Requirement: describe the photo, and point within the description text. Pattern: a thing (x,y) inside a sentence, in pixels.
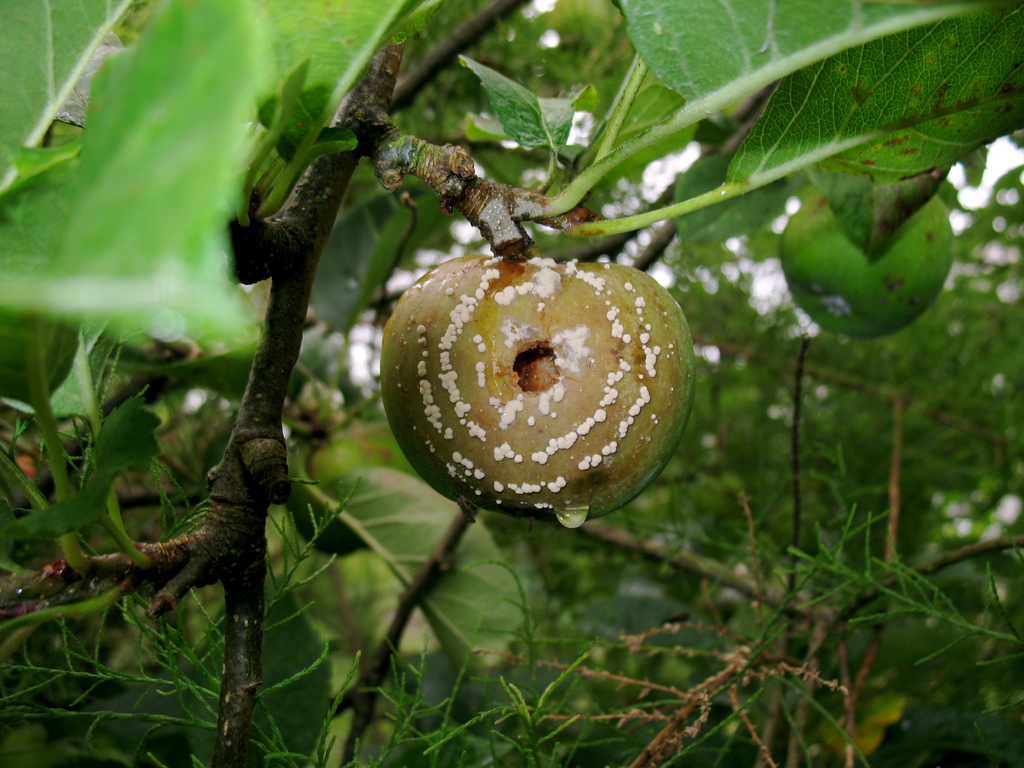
In the center of the image (574,280) there is a plant (257,662) with a fruit (562,427). In the background of the image (768,444) there are trees (683,610).
